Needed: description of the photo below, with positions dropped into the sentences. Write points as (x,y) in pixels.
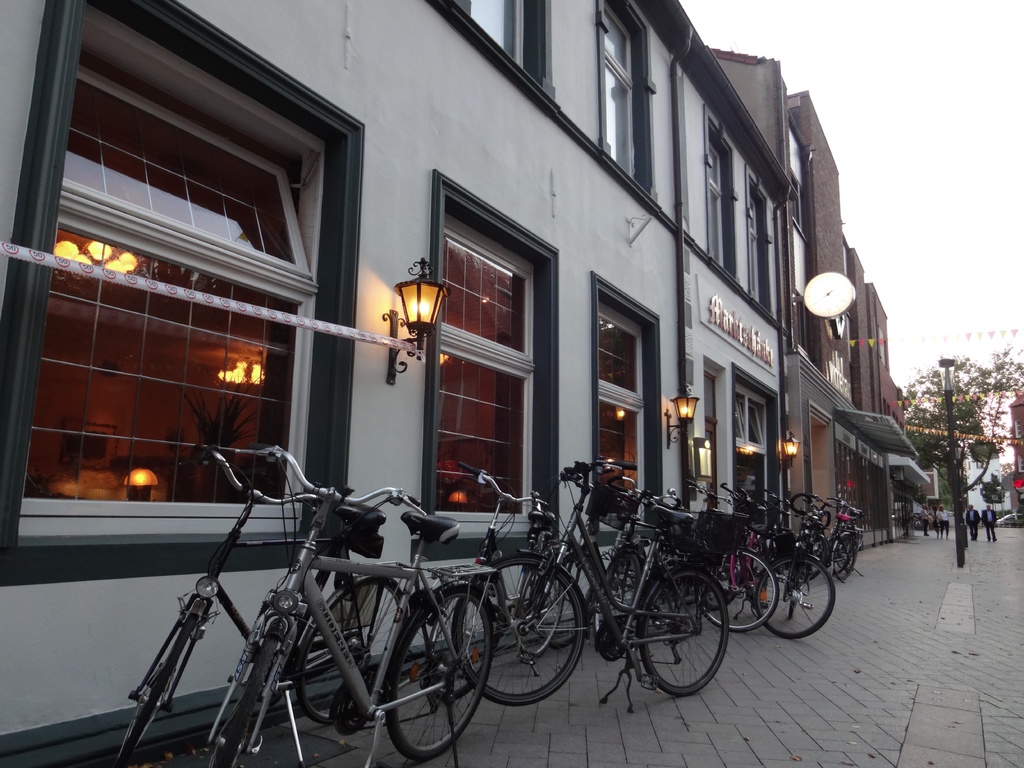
This picture is taken outside of the building (416,440). In this image, on the right side (1001,570), we can see a board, building (653,308) and group of people (990,511) walking on the road (986,583). In the middle of the image (501,490), we can see some bicycles (455,638). In the background (618,297), we can see a building (513,240), glass window (494,341), street light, clock (845,311) which is attached to a wall (825,258), building (861,307). In the background (920,489), we can see some trees (964,388). At the top (911,148), we can see a sky (891,155).
